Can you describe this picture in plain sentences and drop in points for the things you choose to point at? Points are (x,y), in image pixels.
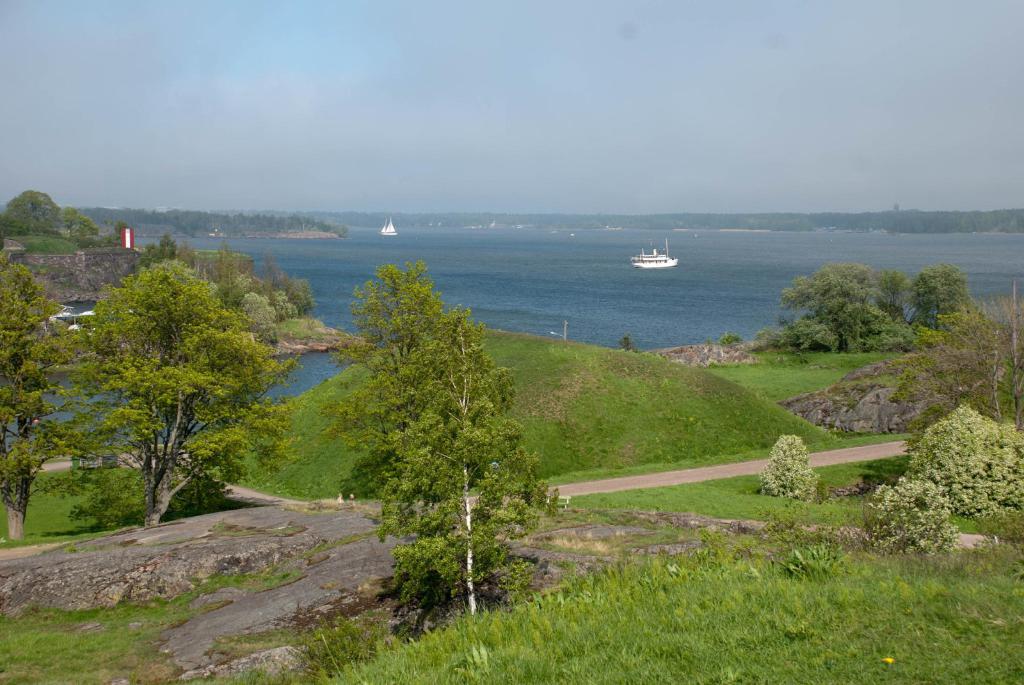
This is an outside view. At the bottom of the image (732,636) I can see the grass (568,643) on the ground (539,647) and there are some plants (927,483) and trees (156,443). In the middle of the image (592,296) there is a sea (577,308) and I can see two boats (643,259) on the water (498,264). At the top of the image (565,92) I can see the sky (278,102). At the bottom (193,549) there is rock (316,584).
